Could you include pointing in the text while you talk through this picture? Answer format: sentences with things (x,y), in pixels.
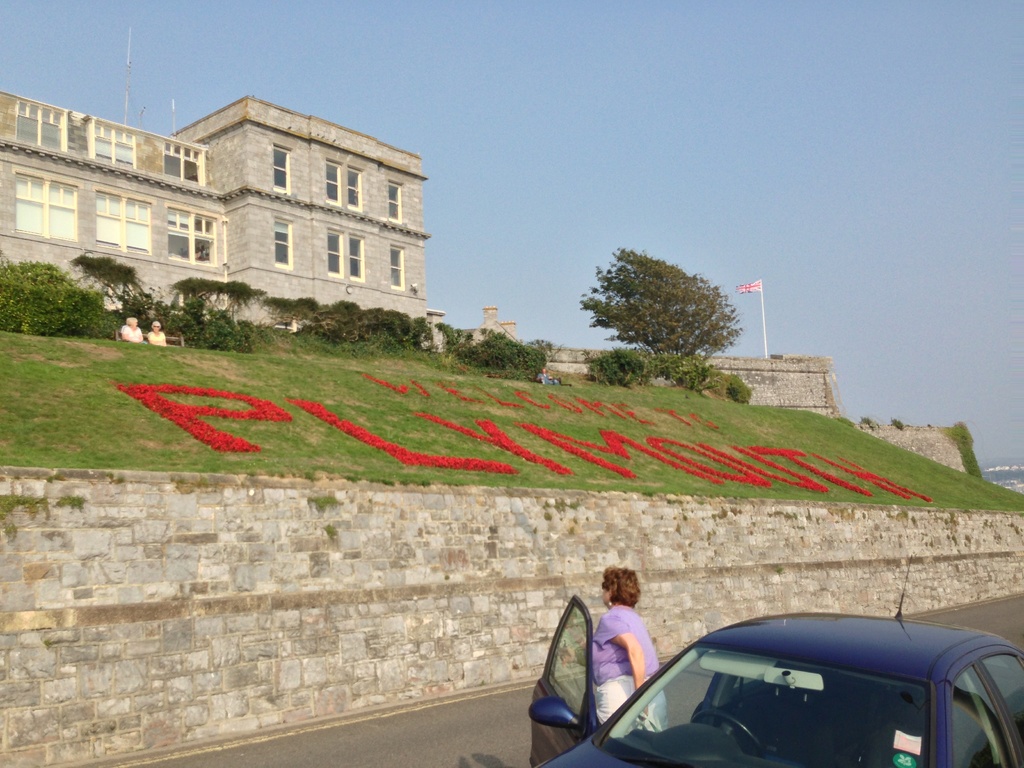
In the foreground of this image (790,648), there is a vehicle (732,740) on the road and a woman (637,620) near the door (562,677) of that vehicle (566,698). In the middle (454,414), there is some text (190,422) on the grass (245,387), trees (655,324), a building (392,244), flag (756,282), sky (516,216) and few people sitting on the benches (172,340).
